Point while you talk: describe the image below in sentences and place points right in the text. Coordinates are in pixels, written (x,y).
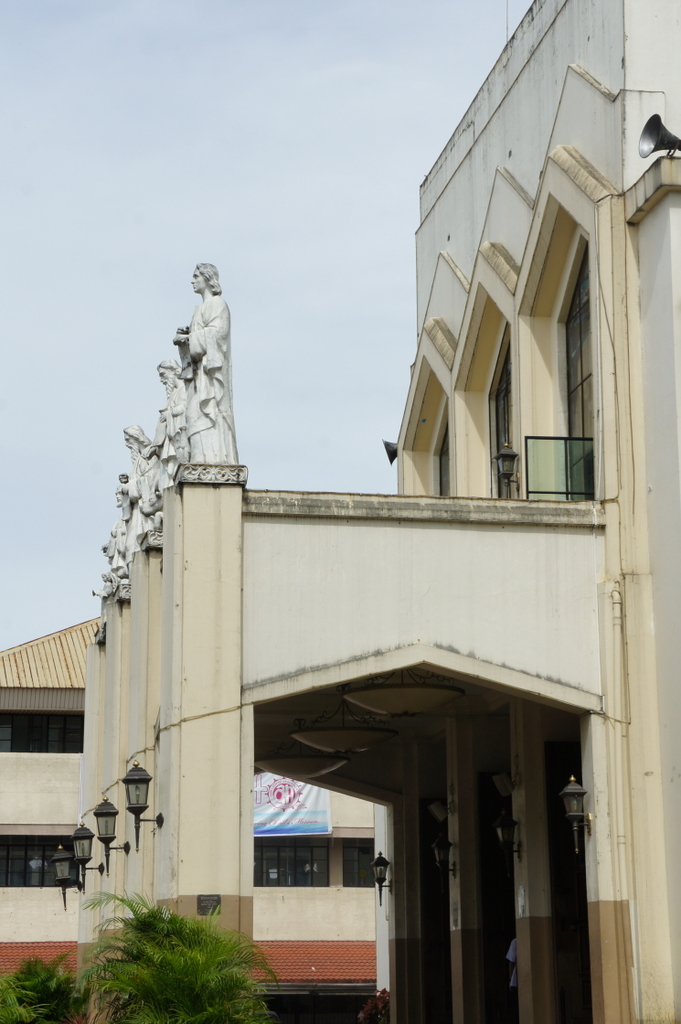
In this picture there is a building (567,166) and a speaker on the right side of the image (474,340) and there are statues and lamps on the left side of the image (64,868), there are plants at the bottom side of the image (102,929) and there is another building (372,807) in the background area of the image (28,738).
